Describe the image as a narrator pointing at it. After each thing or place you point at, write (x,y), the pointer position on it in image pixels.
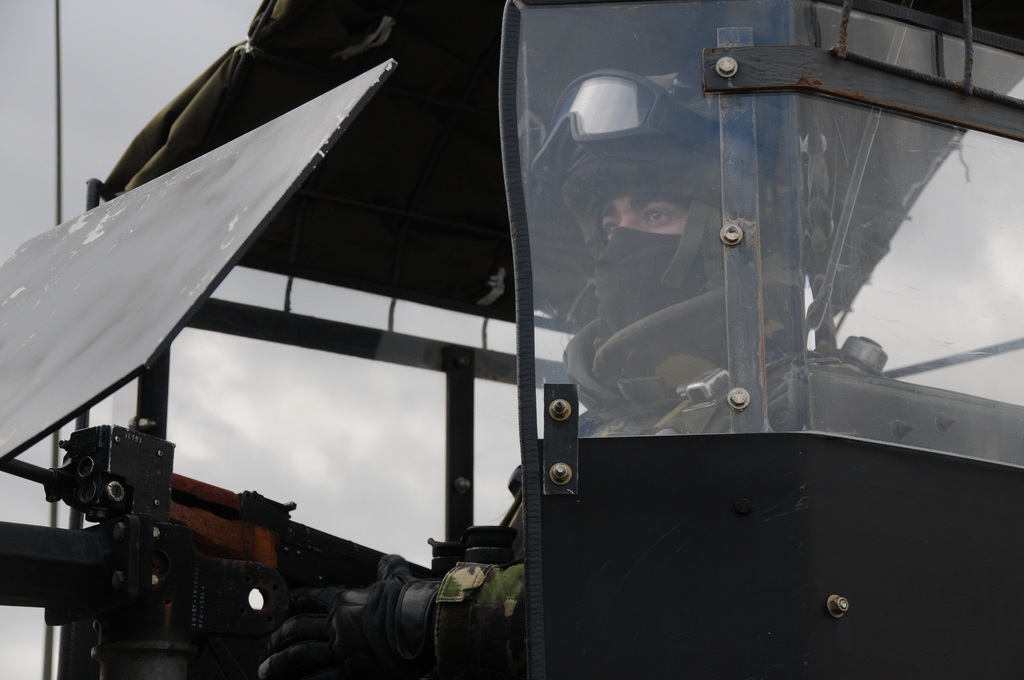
In this picture we can observe a person (593,409) sitting in the vehicle (678,478), in front of a gun (307,557). He is wearing helmet (666,99) and spectacles (634,128). In the background (258,422) there is a sky (310,437).
